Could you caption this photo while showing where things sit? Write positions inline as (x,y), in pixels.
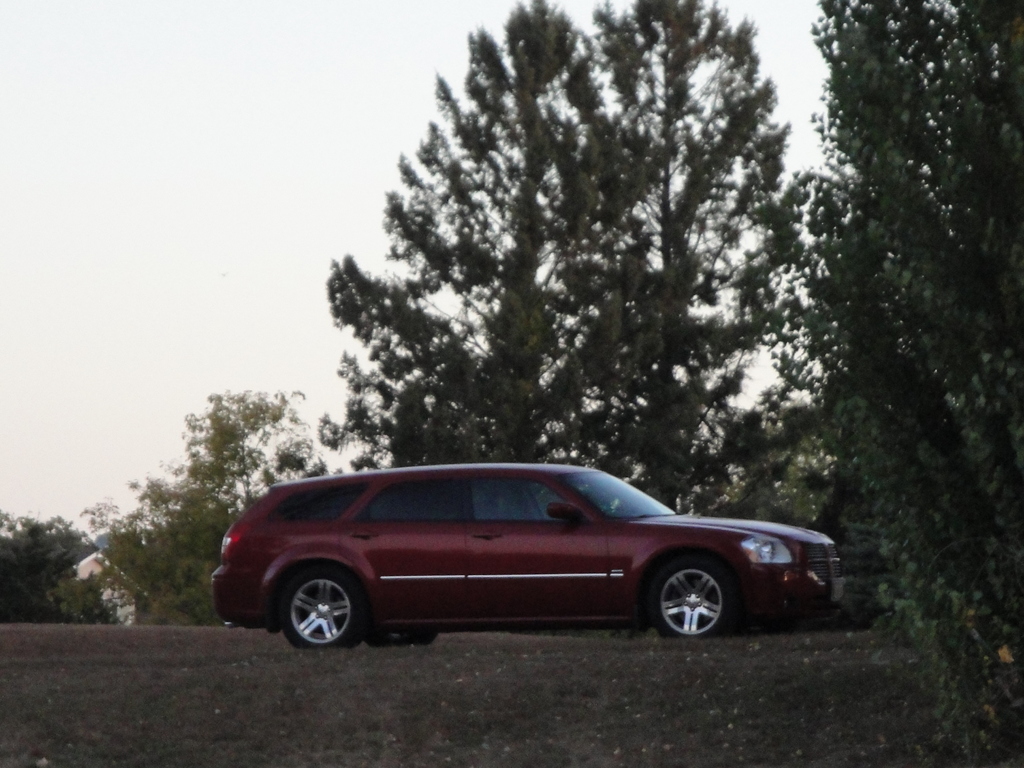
This is the picture of a car (681,538) which is in red color and in the background (665,496), we can also see some trees (665,496).
